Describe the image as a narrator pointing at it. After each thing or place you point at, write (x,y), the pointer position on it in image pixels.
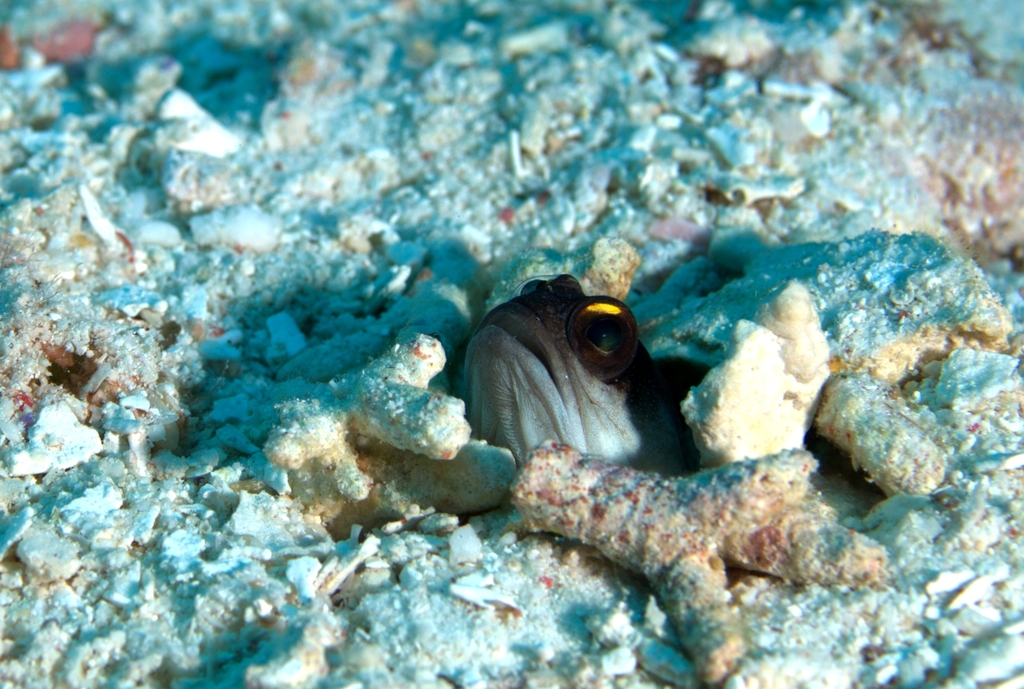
In this image, this looks like a fish (573,432). I think these are the corals (918,380).
